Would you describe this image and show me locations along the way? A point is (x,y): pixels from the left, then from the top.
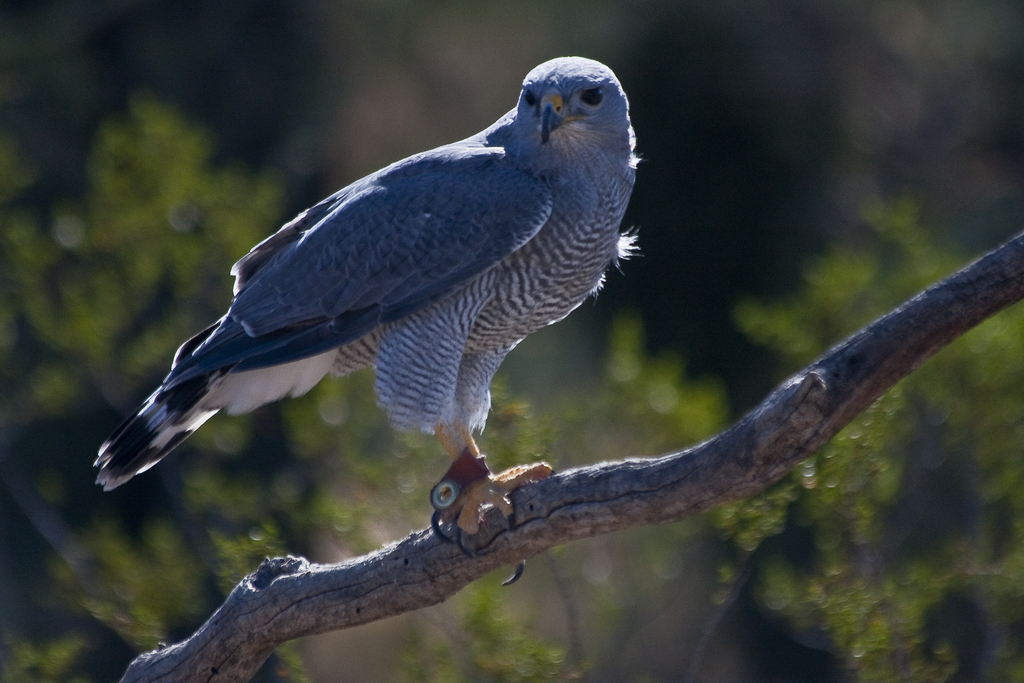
Here we can see a bird (567,75) on the branch (729,473). There is a blur background (939,389) with greenery (779,577).
